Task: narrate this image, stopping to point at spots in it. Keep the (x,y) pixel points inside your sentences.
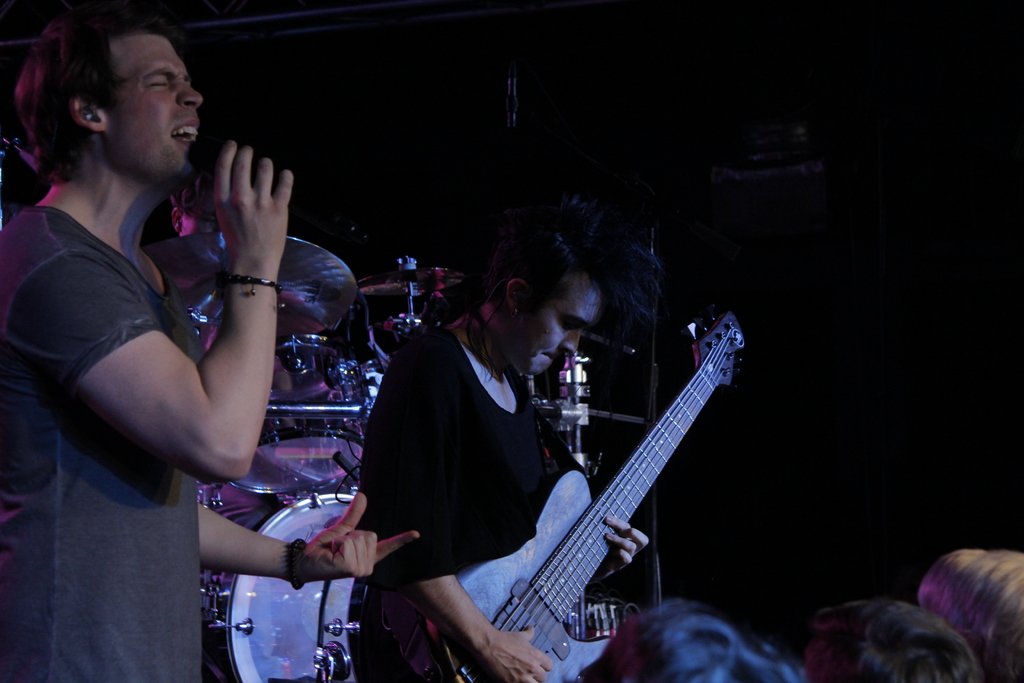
Background (825,244) portion of the picture is completely dark. In this picture we can see a man (536,487) playing a guitar (532,600). Beside to him we can see an other person (101,355) holding a mike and singing. Behind to them we can see musical instruments (341,390). At the bottom portion of the picture (950,666) we can see people (831,654).
